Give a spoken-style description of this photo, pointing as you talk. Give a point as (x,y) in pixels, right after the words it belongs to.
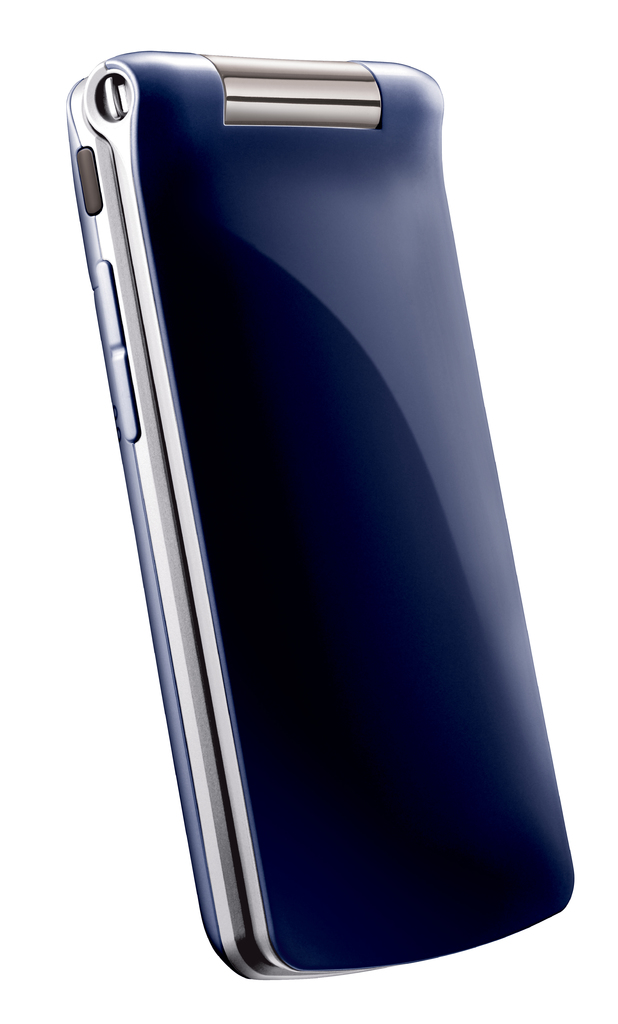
This picture consists of blue color phone (421,273) and background (525,9) color is white.
